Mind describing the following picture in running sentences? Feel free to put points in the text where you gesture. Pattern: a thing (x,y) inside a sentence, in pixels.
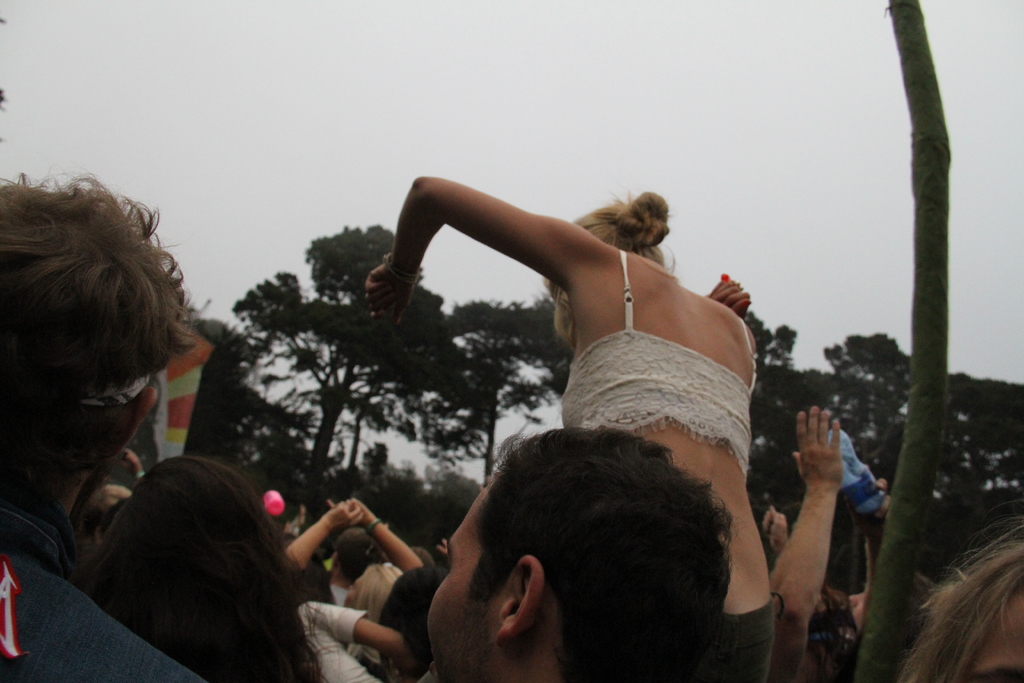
This image is taken outdoors. At the top of the image (339,106) there is a sky (658,106). In the background (326,435) there are many trees (327,435). In the middle of the image (657,361) there are a few people (585,570). On the right side of the image (910,19) there is a stick (897,527).
